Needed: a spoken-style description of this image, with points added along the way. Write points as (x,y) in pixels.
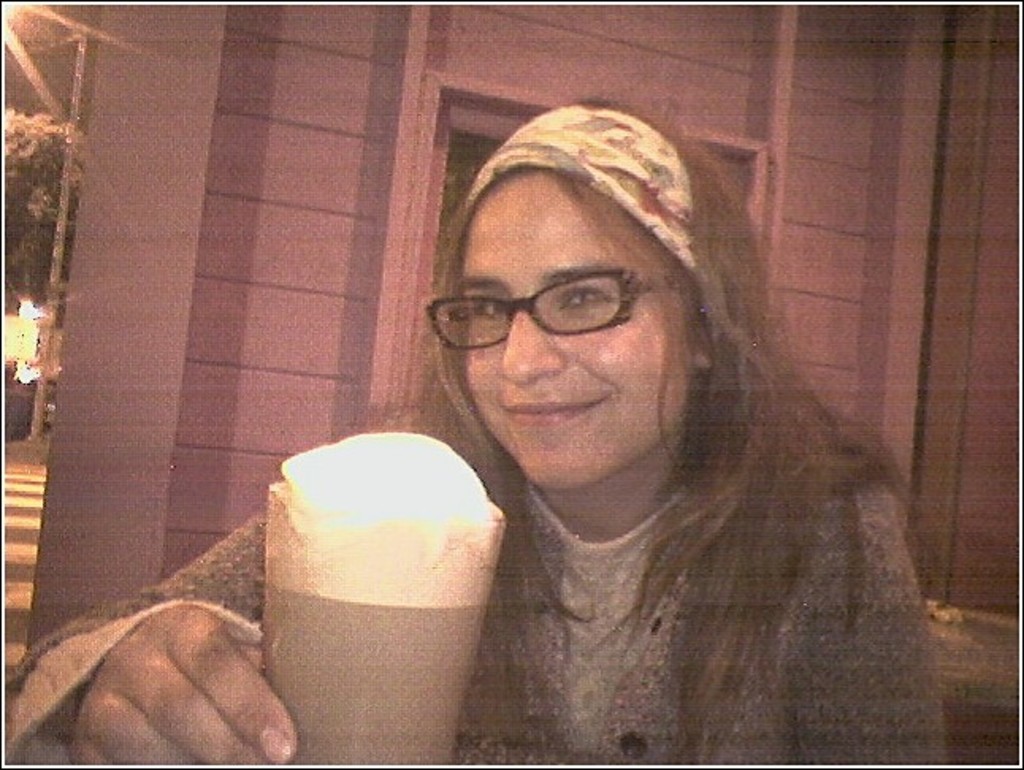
In this image there is a person (662,430) wearing a smile (505,408) on her face (650,387). In front (422,725) her there is a glass (395,641). Behind her there is a wall (931,269). On the left side of the image (57,209) there are trees (55,214) and lights (31,371).
